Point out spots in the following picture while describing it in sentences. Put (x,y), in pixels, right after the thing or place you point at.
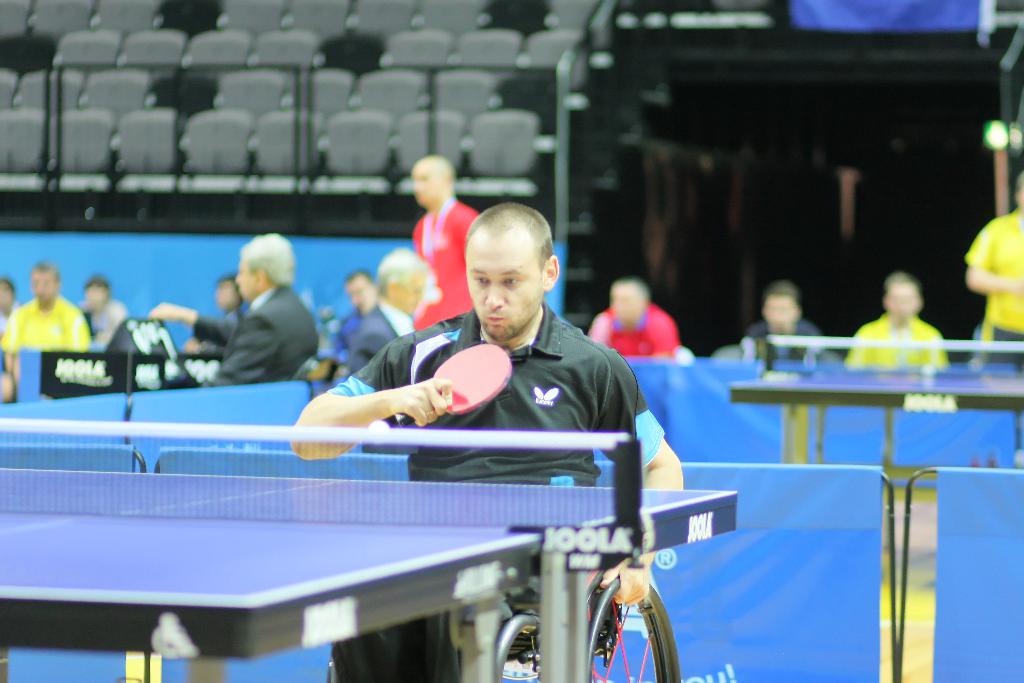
This image consists of Table Tennis boards (861,390). There is a person (581,379) on wheelchair (664,651) who is playing table tennis. There is a net (330,437) in the middle (559,454). there are so many chairs (350,168) on the top left corner (248,114). There are people (16,337) in the middle (440,280) who are standing.
